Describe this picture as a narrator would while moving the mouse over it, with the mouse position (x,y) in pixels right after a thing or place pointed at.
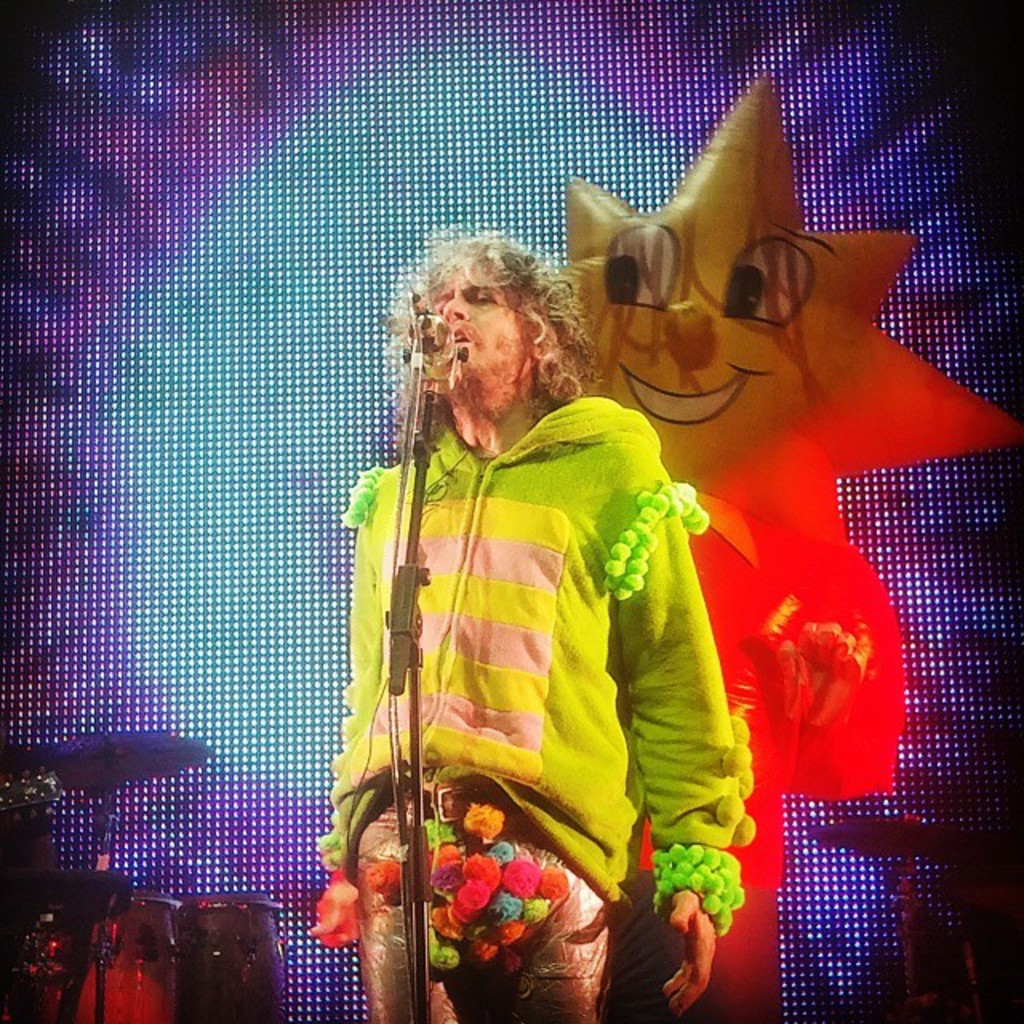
In this image we can see a man (370,552) standing. We can also see a mic (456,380) with a stand (408,612), some musical instruments (120,945) and the picture (103,643) on the screen (216,670).
